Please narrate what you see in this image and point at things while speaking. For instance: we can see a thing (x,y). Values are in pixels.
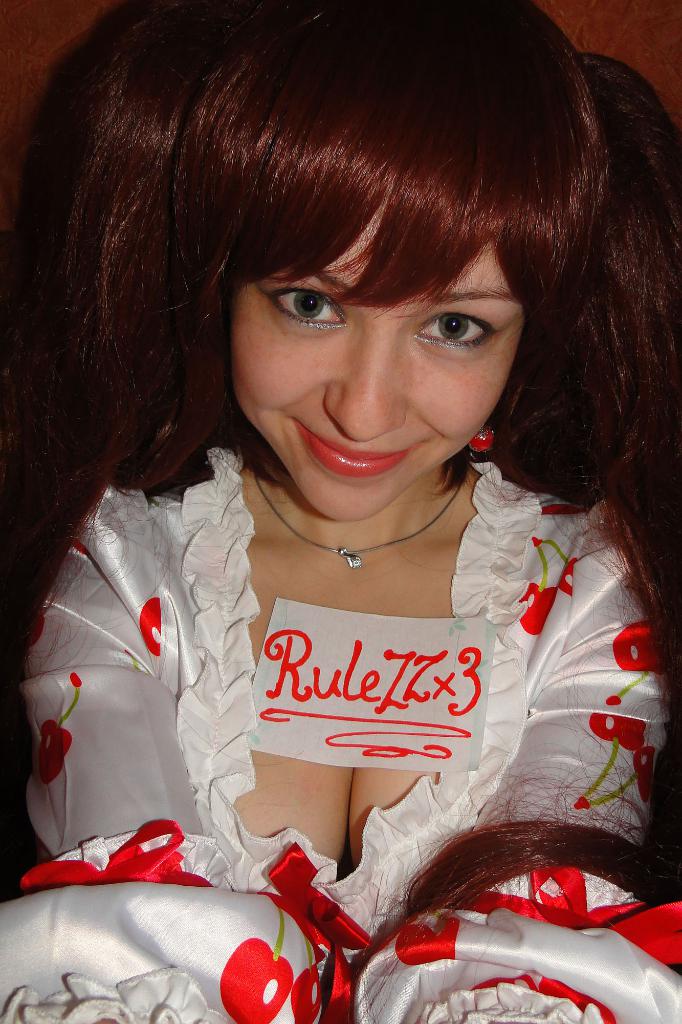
In the image there is a lady (253,826) with white and red color dress (335,871). Around her neck (287,539) there is a chain (284,523). She is smiling. Below her neck (432,498) there is a paper (269,674) with something written on it.
